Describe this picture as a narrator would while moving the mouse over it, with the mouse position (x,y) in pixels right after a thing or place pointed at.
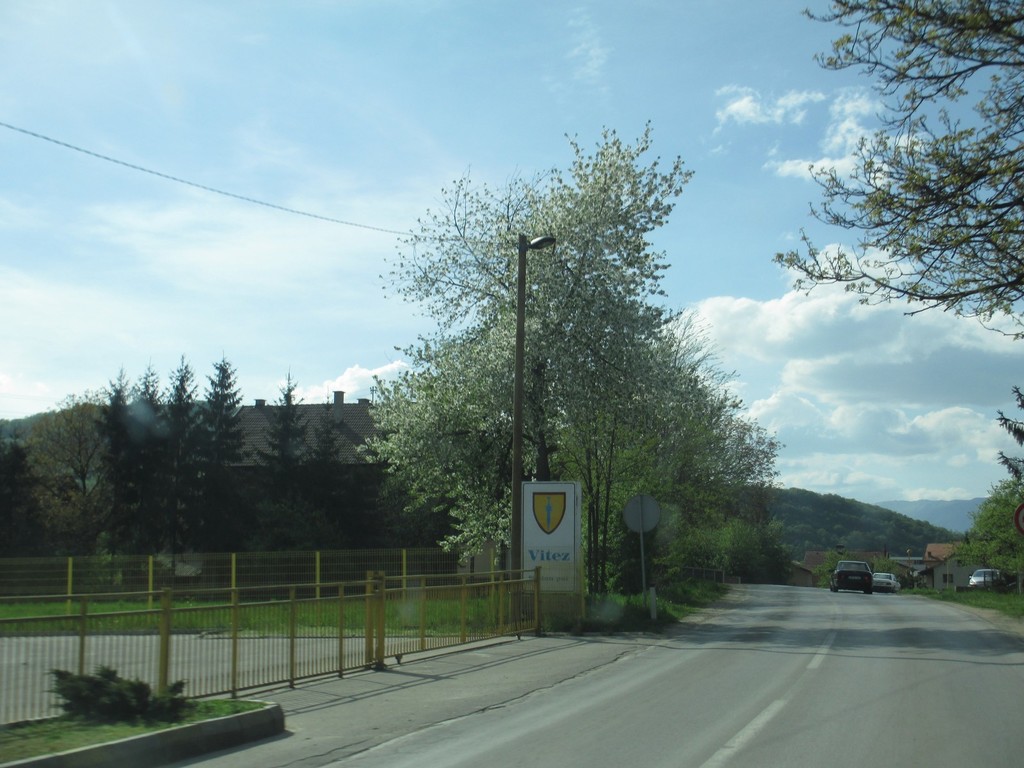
In the image there is clear sky (165,236) with clouds (853,351) and there are lot of trees (605,409) on the side of the road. There are barricades (256,629) on the other side of the barricades (456,593) there is a clear road (807,656) and the cars (843,586) are moving on the road (830,593). There is a house (935,567) and beside the house (942,556) there is a big hill (838,526) covered with forest (879,512) and on the side of the road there is a hoarding (539,537) which says "Vitez" and there is a house (312,416) again and beside the house (251,438) there are four trees (144,473).
